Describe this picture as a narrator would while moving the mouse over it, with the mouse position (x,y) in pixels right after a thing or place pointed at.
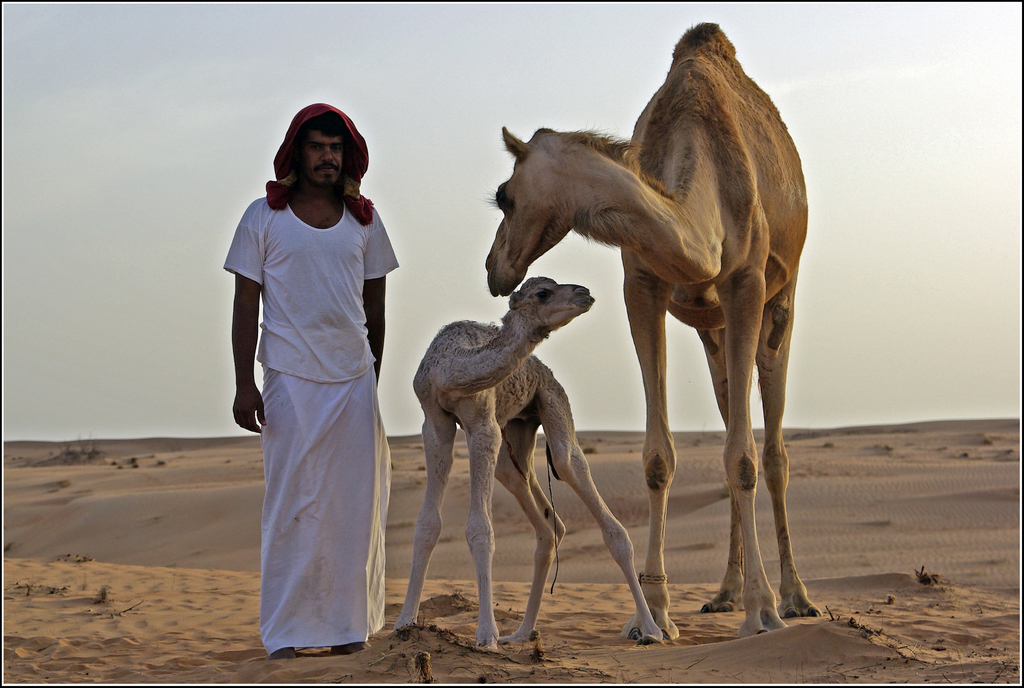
This picture seems to be an edited image with the borders (37,0). On the right (714,159) we can see a camel (666,372) and a calf (538,582) standing on the sand (594,627). On the left (341,251) there is a person (314,233) wearing white color dress (310,258) and standing on the sand (401,643). In the background (353,113) we can see the sky (578,53).
